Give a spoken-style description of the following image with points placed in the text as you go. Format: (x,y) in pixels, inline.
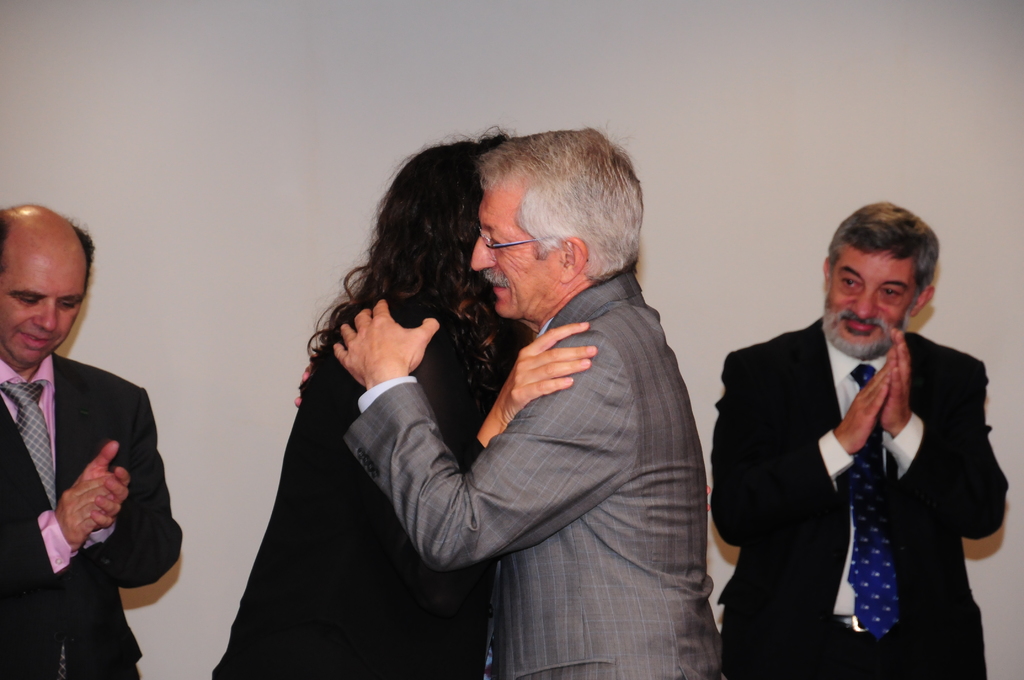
In the background (933,121) we can see the wall (473,73). In this picture we can see the men (948,388) and they are clapping. In the middle portion of the picture (386,403) we can see the people (437,390) hugging each other. We can see a man (520,256) wearing spectacles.
